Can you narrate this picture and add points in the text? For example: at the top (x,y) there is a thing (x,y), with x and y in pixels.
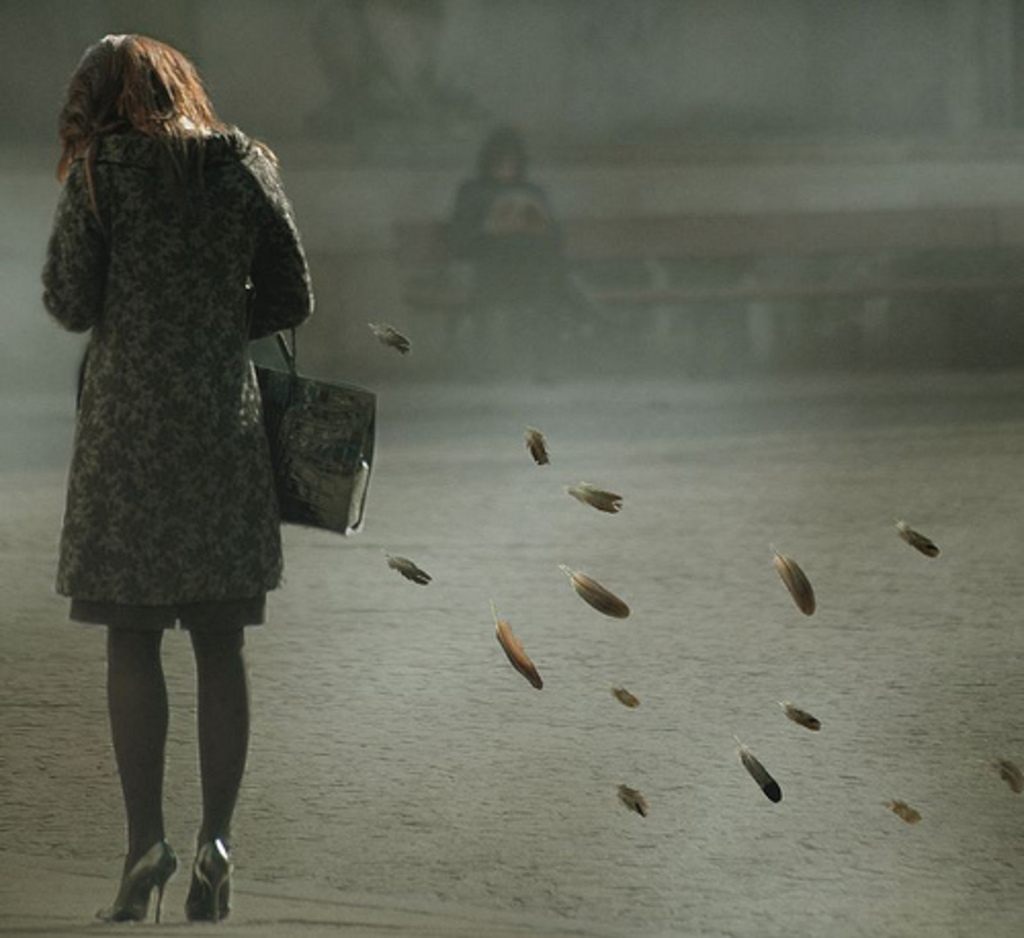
In this image there is a person (272,461) holding the bag (373,421). In front of her there is ground (376,803). There are feathers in the air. In the background of the image (497,314) there is a person (485,262) sitting on the bench (682,301) and he is holding the book (510,236). Behind him there is a wall (742,46).
